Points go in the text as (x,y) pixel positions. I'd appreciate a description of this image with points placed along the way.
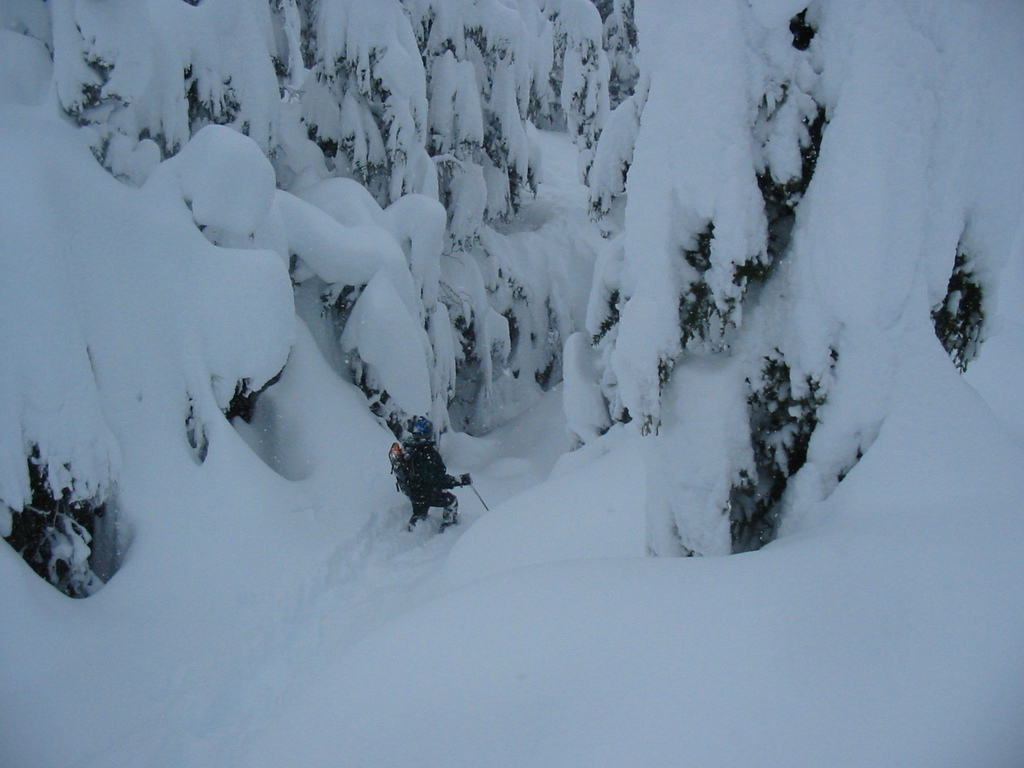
In this image, we can see trees (669,469) are covered with snow (723,381). In the middle of the image (445,482), we can see a person (432,495) is holding a stick (479,496).
